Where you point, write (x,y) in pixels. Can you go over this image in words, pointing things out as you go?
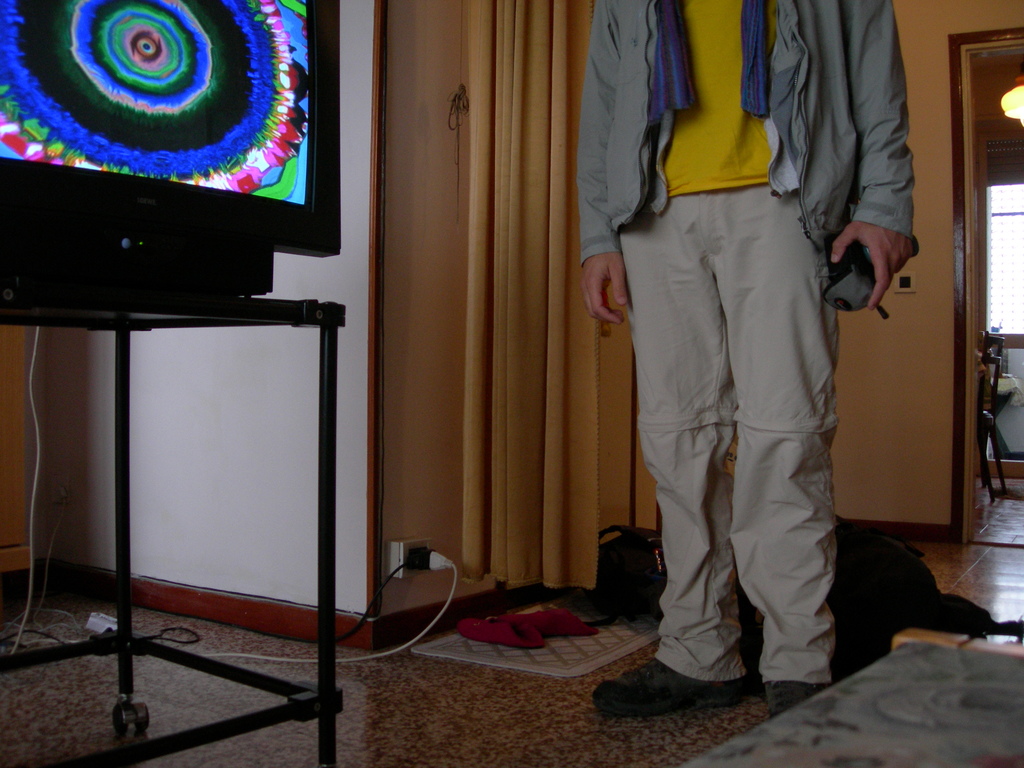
In this picture we can observe a person (797,341) standing on the floor (523,729). We can observe a television (160,194) on the table (101,304). There is a cream color curtain (484,269). We can observe a doormat (531,667). In the background (906,278) there is a wall (848,441) and yellow color light (1023,105).
